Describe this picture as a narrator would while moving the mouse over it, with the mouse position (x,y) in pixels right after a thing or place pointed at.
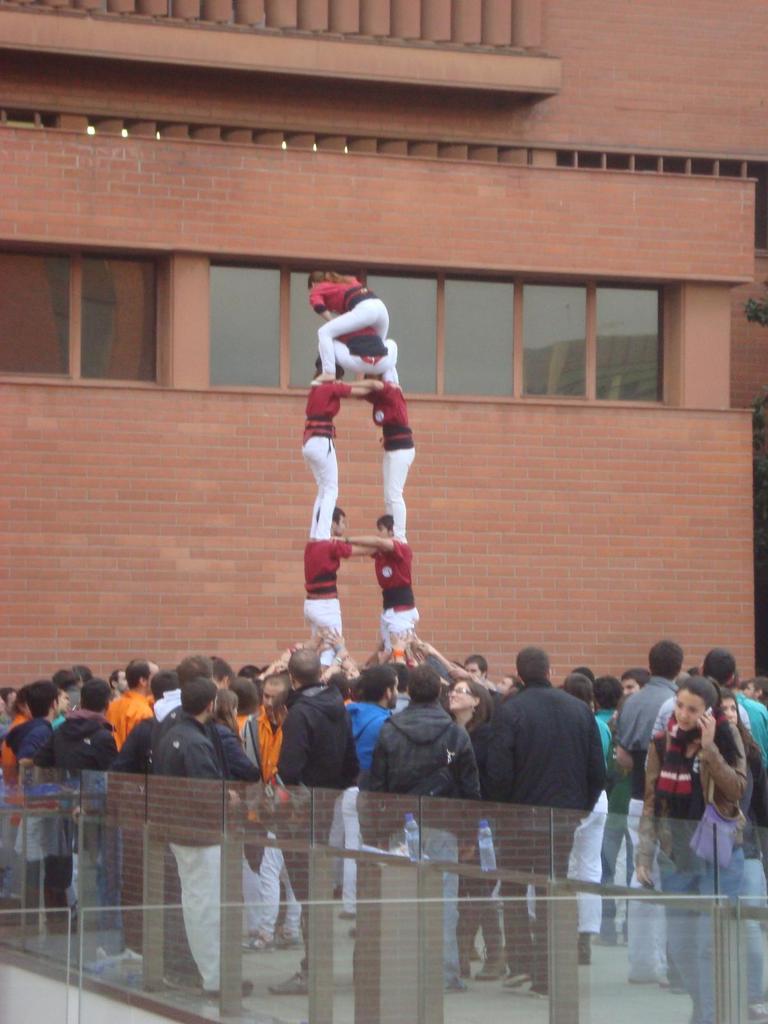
In this image we can see the people (488,696) on the path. We can also see the glass railing (308,931). In the background (280,381) we can see the building (540,274). On the right (755,421) we can see a tree (759,310).
